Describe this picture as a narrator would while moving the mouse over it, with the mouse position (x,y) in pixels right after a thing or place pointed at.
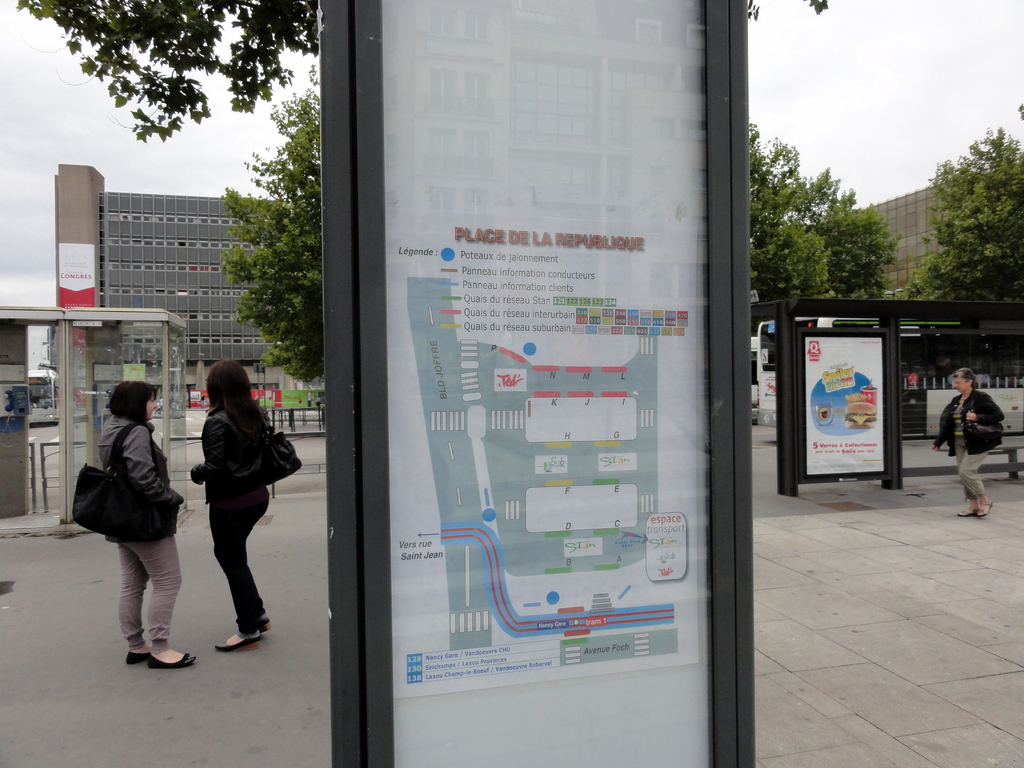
In the foreground (443,448) there is a board (458,454) on which I can see some text (424,663). On the right side (972,444) there is a woman (978,471) walking on the ground (886,574) and also there is a board (817,379). In the background (919,343) there is a bus (948,372), trees (827,270) and a building (910,224). On the left side (219,479) there are two women (158,489) standing on the road (137,705). Both are wearing bags (129,507). In the background (100,370) there is a cabin (57,368), few trees (285,241) and a building (197,303). At the top of the image (793,104) I can see the sky (848,113).
